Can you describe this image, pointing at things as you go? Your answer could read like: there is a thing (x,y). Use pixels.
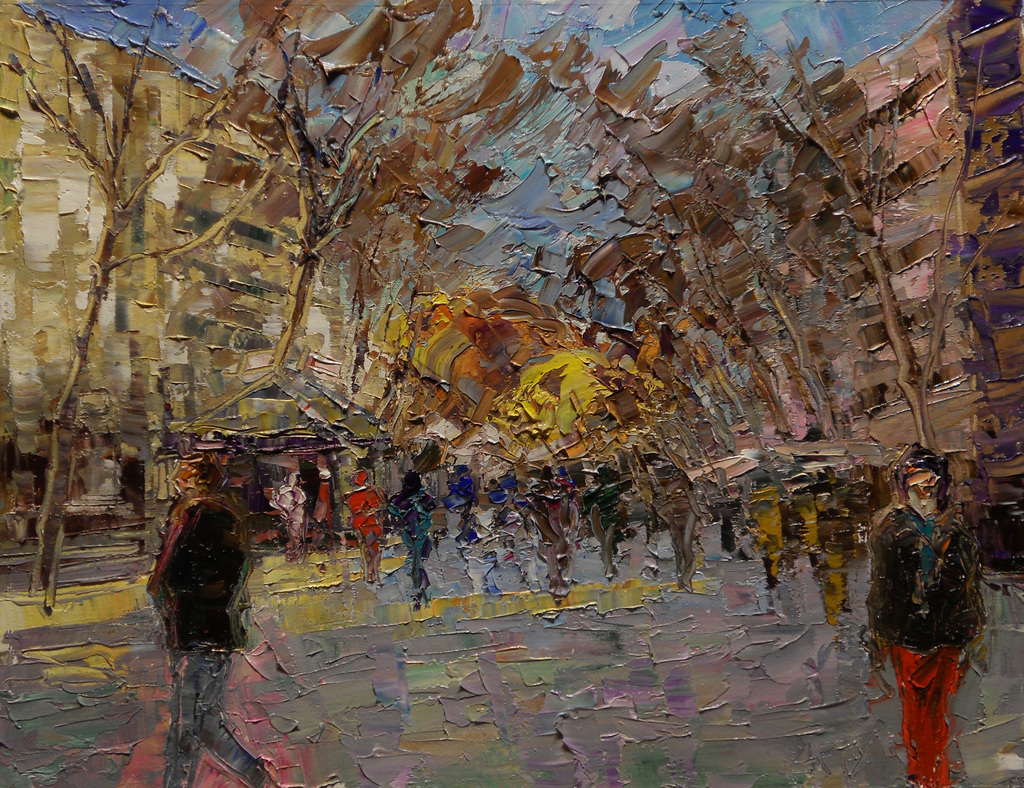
In this picture I can see the oil painting (795,409). In that painting (395,382) I can see the people (457,503), trees (522,380), buildings (16,293) and sky (602,233).
